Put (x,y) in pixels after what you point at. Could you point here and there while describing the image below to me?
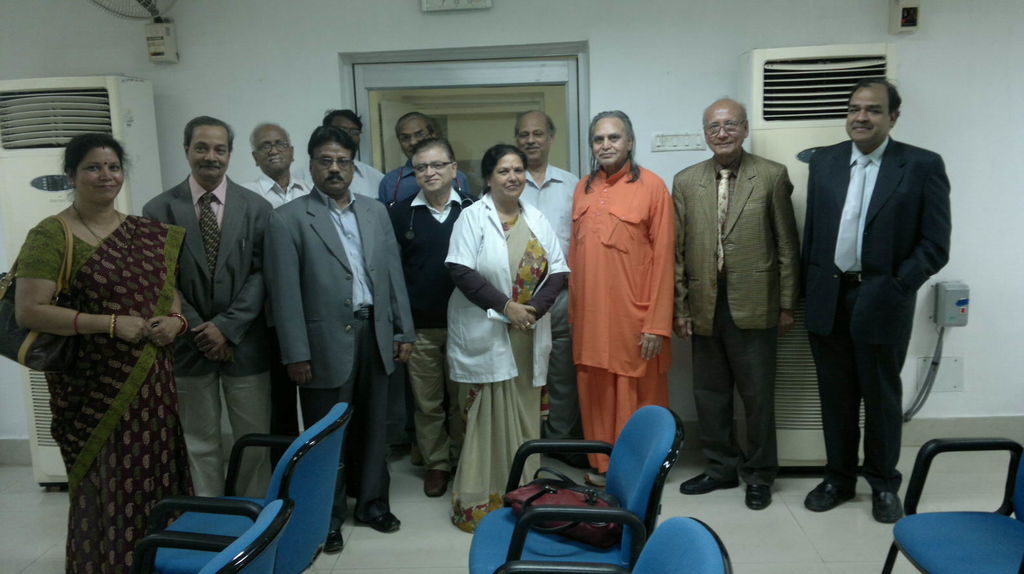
In this image we can see a few people (608,269), there are chairs (629,465), there is a bag (568,490) on a chair (506,523), there are two air conditioners (769,95), there is a switchboard (963,293), also we can see the wall (668,69), and a door (472,127).
